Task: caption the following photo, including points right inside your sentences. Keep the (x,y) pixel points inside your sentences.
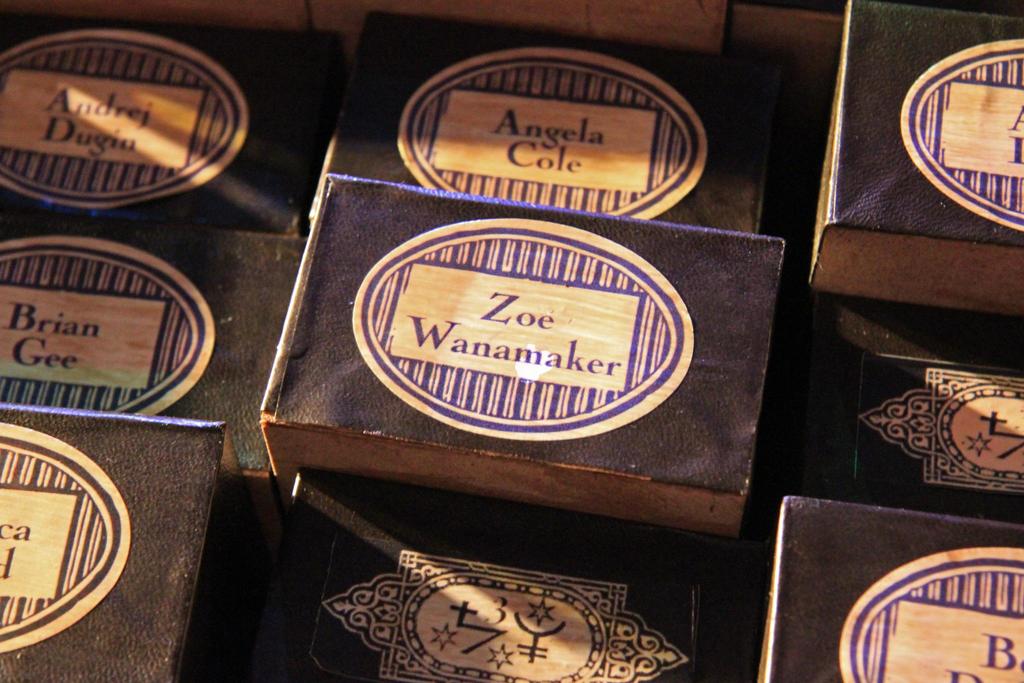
In this image we can see some wooden boxes (430,396). On the wooden boxes (552,343) there are different types of text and logo (32,463).
